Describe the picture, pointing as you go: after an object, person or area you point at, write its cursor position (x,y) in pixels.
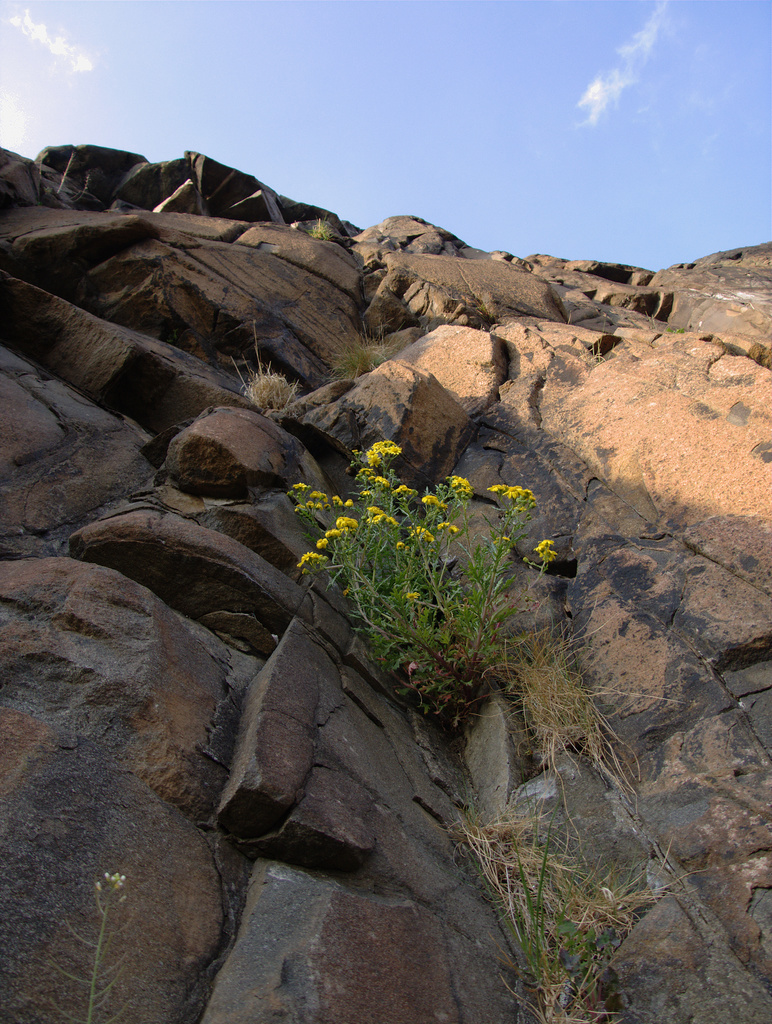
This image consists of grass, flowering plants (432,613), mountains (484,503) and the sky (336,61). This image is taken may be during a day.
